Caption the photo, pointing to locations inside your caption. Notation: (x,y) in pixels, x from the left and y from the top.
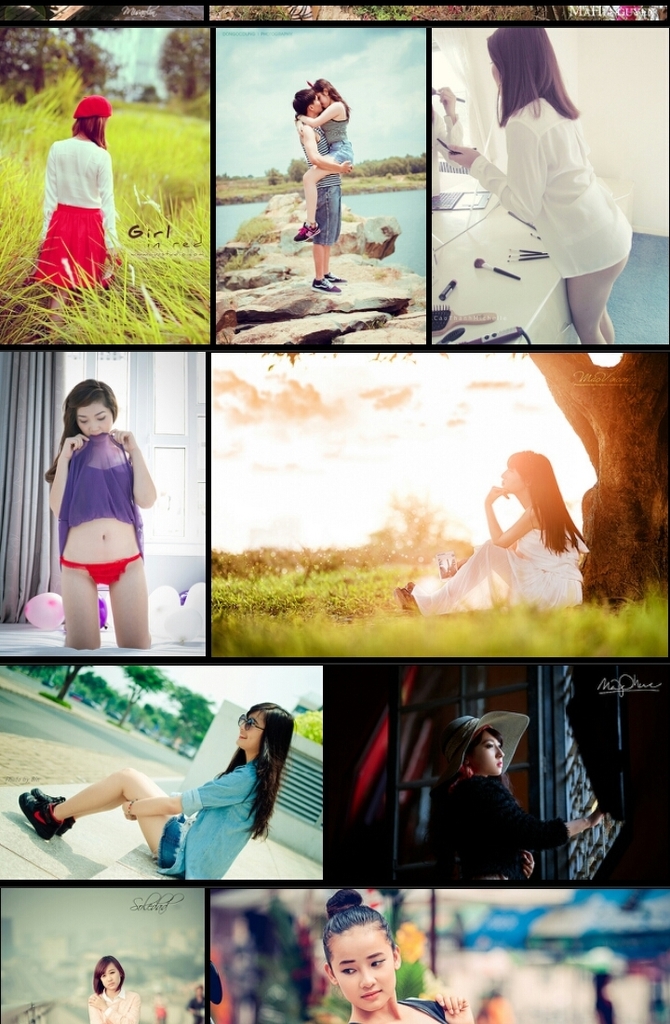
This is a collage picture and in this picture we can see a man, some women (50,268), water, grass (398,584), trees (394,518), balloons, rocks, sky (388,368) with clouds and some objects (436,204).
